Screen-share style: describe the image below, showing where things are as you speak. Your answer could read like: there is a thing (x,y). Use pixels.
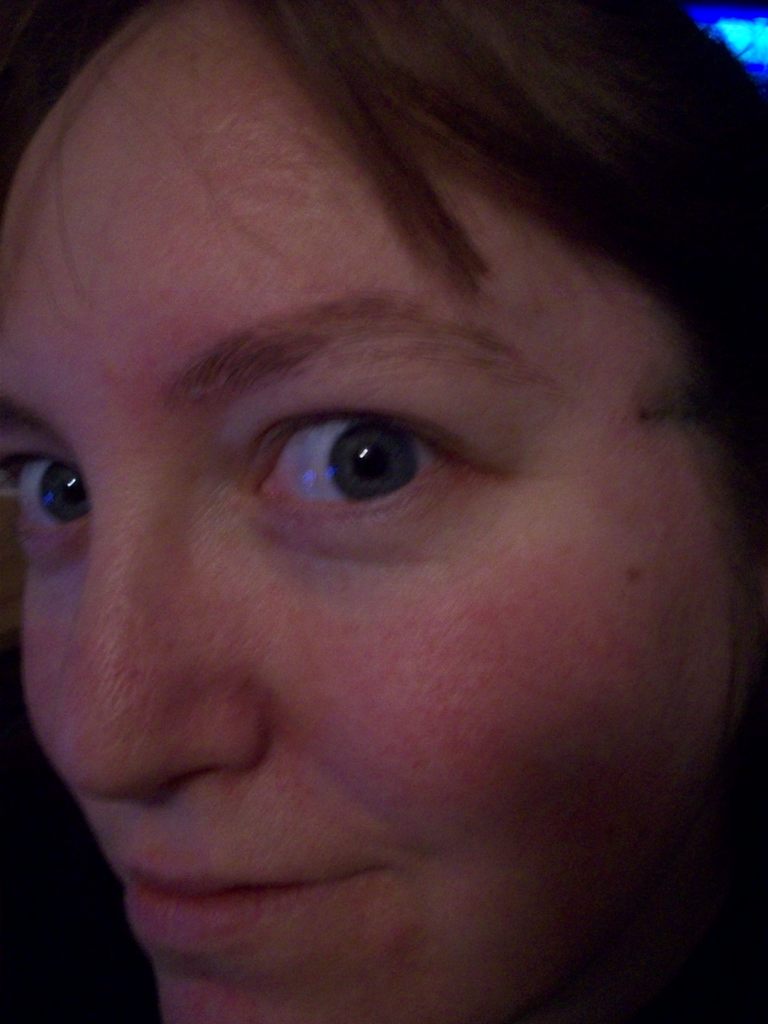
In this image, we can see a person (394,649).
